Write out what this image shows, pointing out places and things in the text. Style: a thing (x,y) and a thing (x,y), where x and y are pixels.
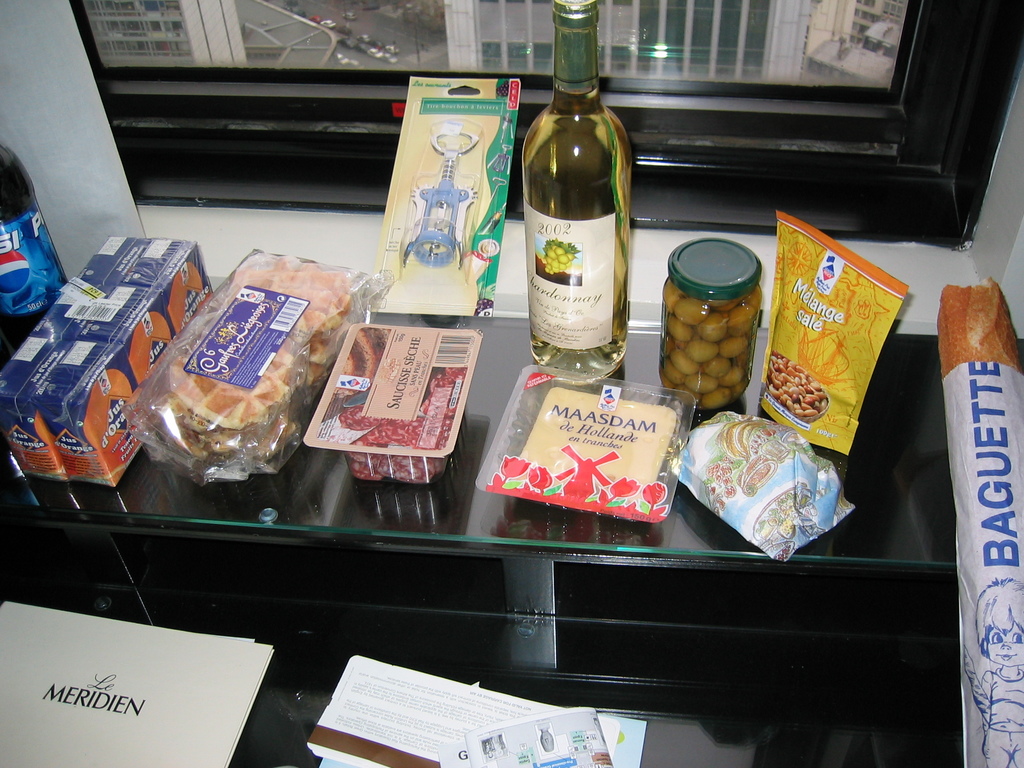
Some packaged food items (278,375), cool drink bottle (36,266) and a wine bottle (546,287) are placed on a table (474,513).
